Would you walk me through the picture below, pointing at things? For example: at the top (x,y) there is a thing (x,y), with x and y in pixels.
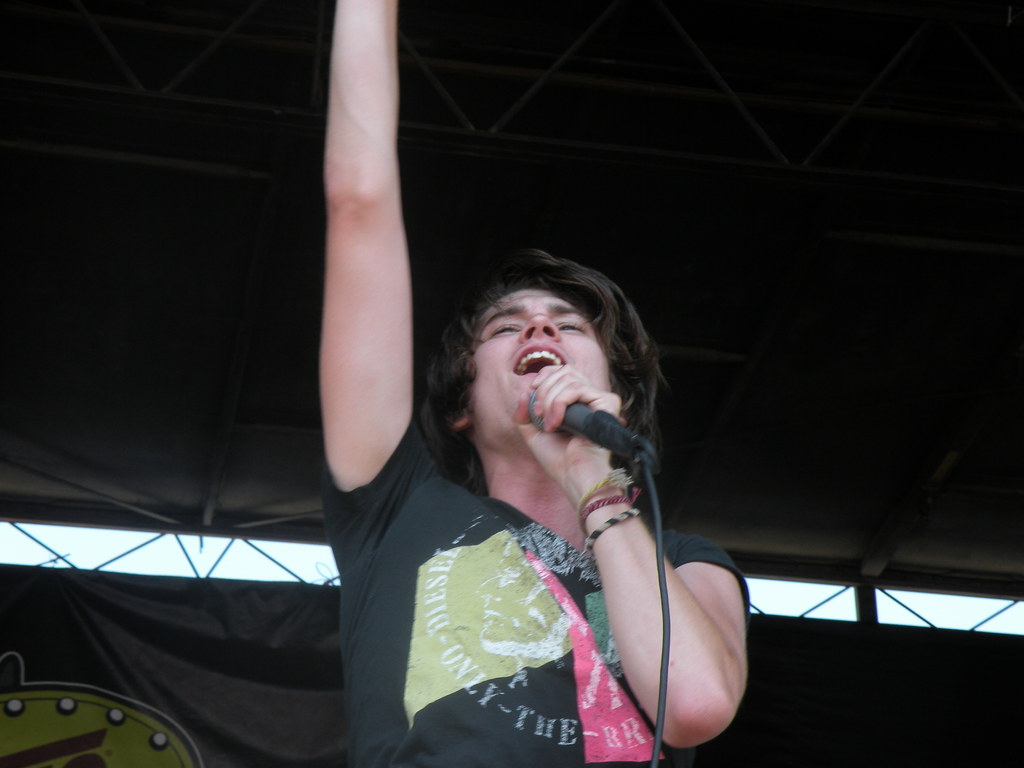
In the center of this picture (545,333) we can see a person (492,575) wearing black color t-shirt (536,561), holding a microphone (601,422) and seems to be singing. In the background (249,656) we can see the curtain (225,658), metal rods (135,549) and the roof (775,330).
